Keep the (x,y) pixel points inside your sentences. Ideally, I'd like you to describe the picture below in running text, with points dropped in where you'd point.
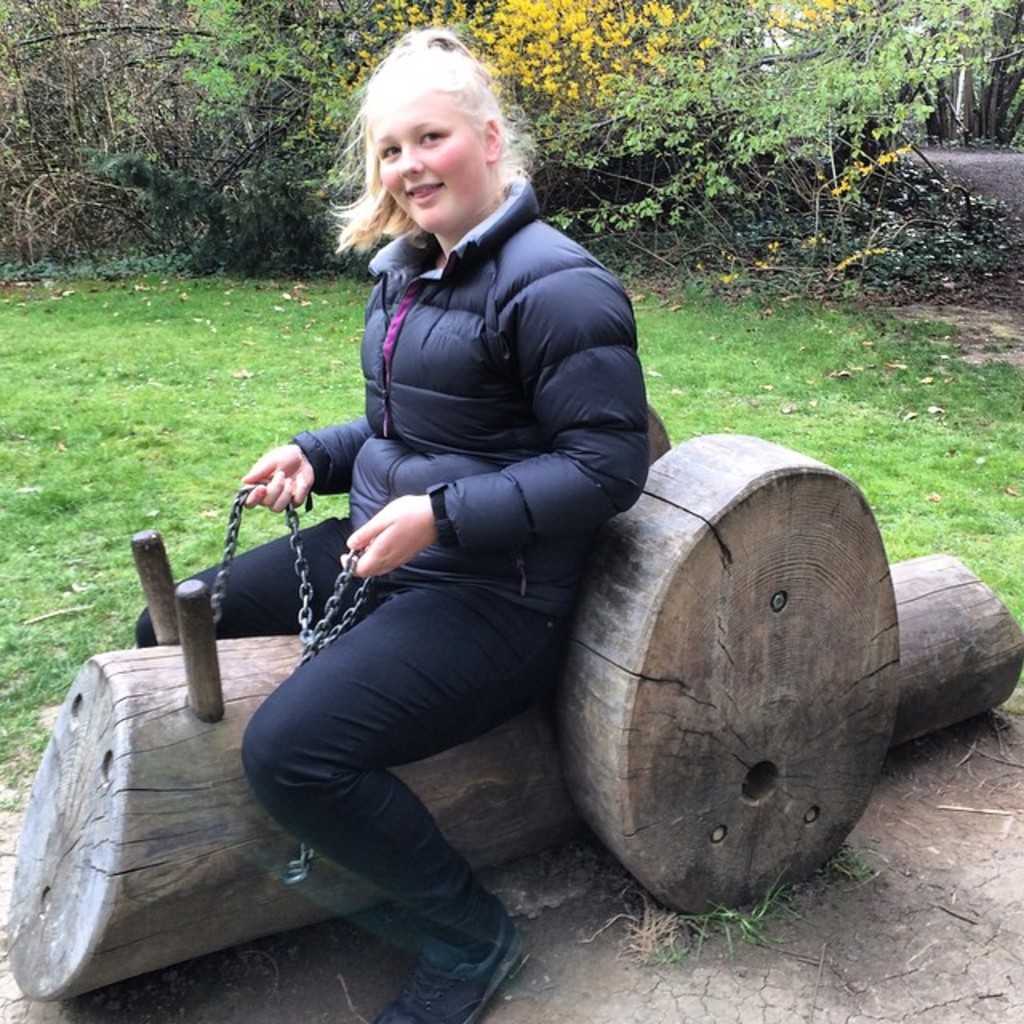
In this image I can see a huge wooden log (665,781) on the ground (866,825) and a girl (550,489) wearing black color dress (474,520) is sitting on the wooden log (515,782) and holding metal chains (304,582) in her hand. In the background (183,423) I can see some grass (161,361) on the ground (161,361) and few trees (182,77) which are green, brown and yellow in color.
